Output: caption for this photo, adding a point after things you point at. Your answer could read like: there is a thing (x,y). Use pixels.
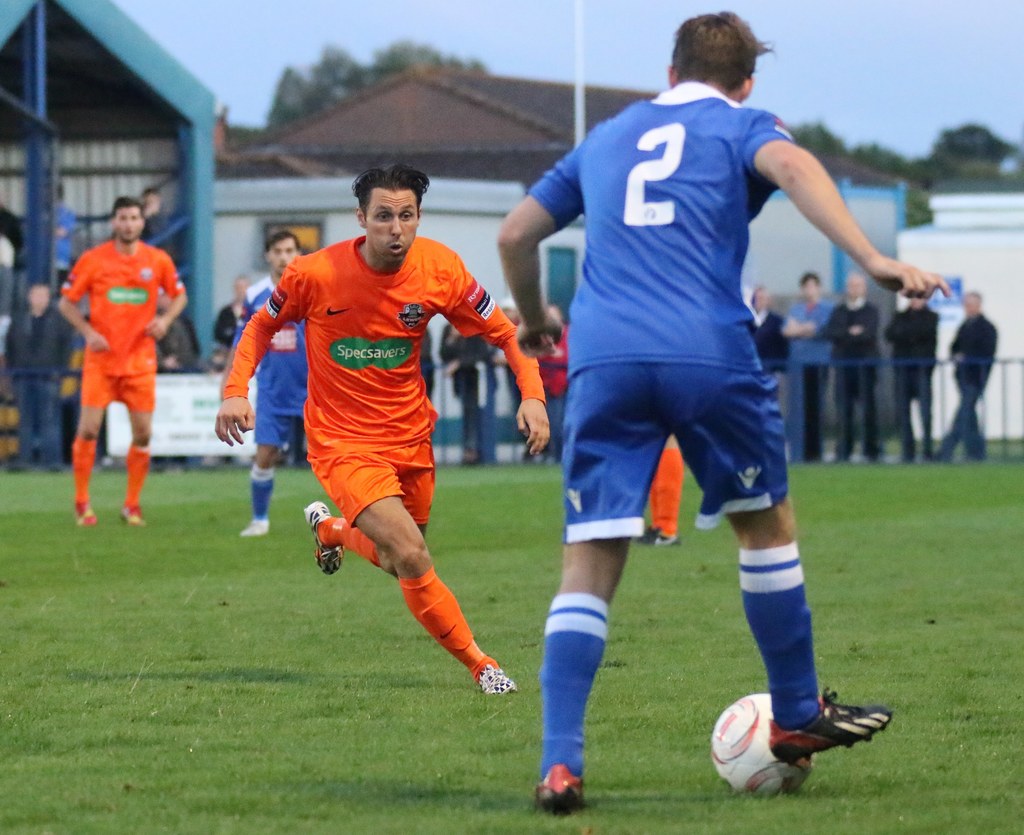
This picture shows some people (587,354) playing a football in the ground (266,562). Some of them were standing in the background (857,335) and watching the game. There are some building (389,124), poles (577,92), trees (355,75) and a sky (350,36) here.
